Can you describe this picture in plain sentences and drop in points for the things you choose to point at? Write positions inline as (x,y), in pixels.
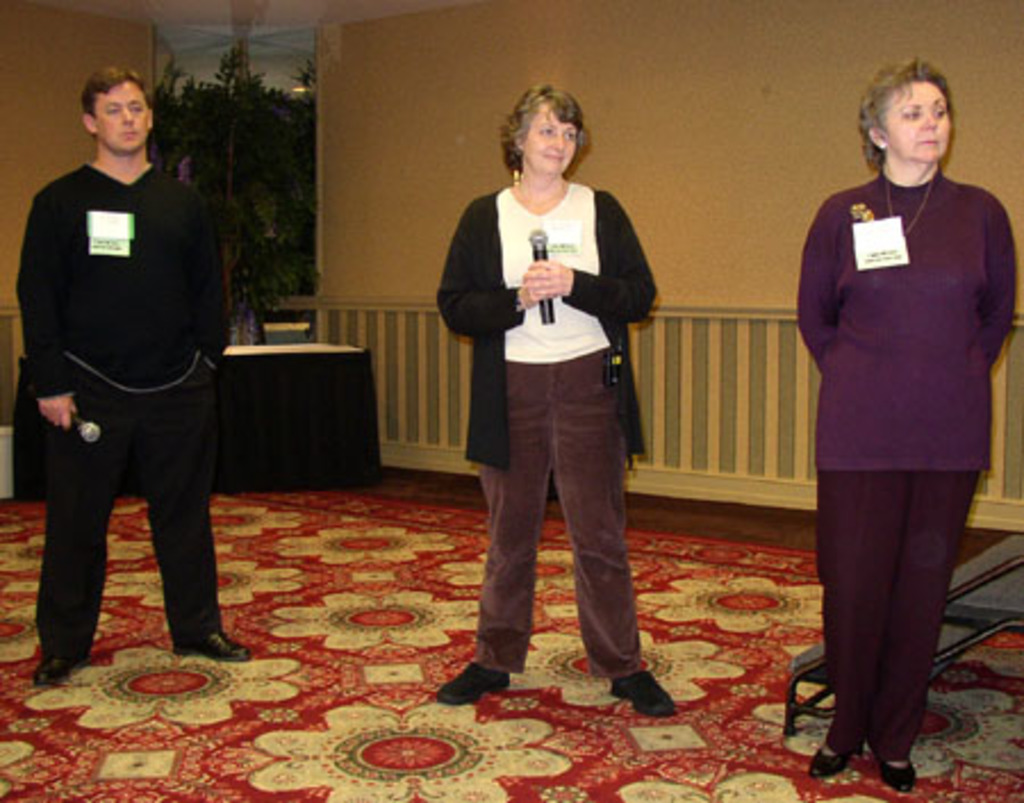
on the left (57,329) we can see a man (101,566) standing on the carpet (121,797) and holding a mike (87,435) in his hand (55,411). There are two women (912,596) here standing on the carpet (762,777) and the middle woman (555,224) is holding a mike (548,306) in her hands (557,294). In the background (414,276) we can see wall (704,456), objects (245,445) and trees (253,121).
